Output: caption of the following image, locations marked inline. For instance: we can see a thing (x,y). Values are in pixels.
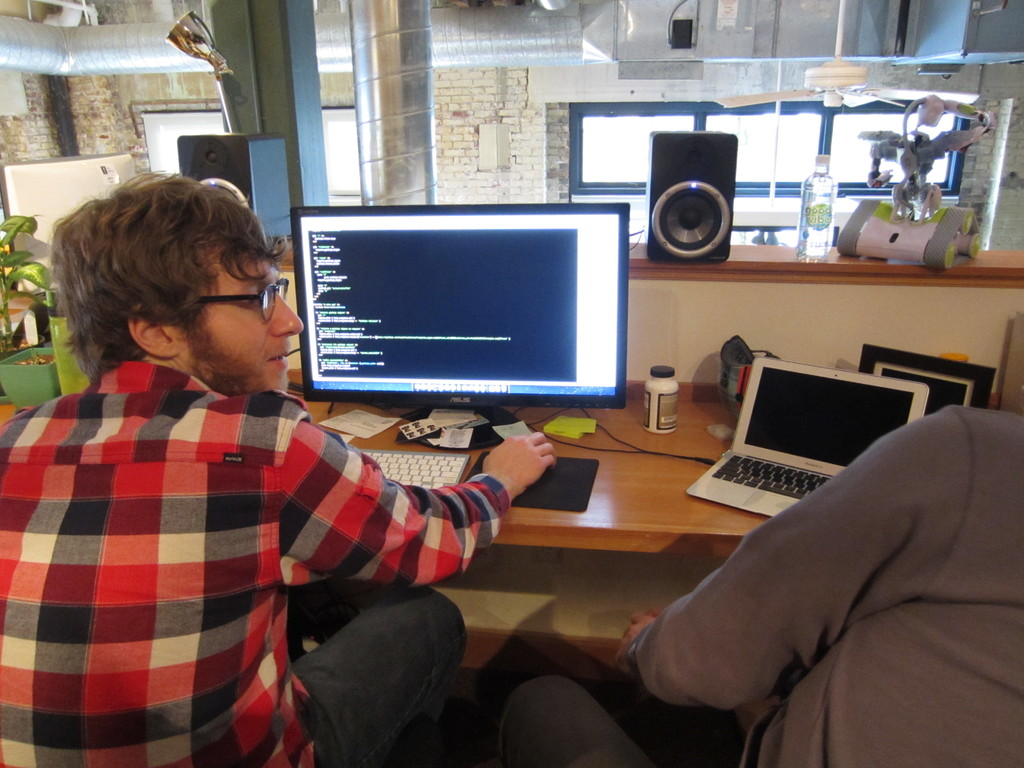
There are two people (287,710) sitting. There is a laptop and a computer (316,222) placed on a table (621,543). There is a speaker (650,237). There is a bottle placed on the table (845,269). There is plant (23,217). In the background (463,202) there is a brick wall (450,73). There is a window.
